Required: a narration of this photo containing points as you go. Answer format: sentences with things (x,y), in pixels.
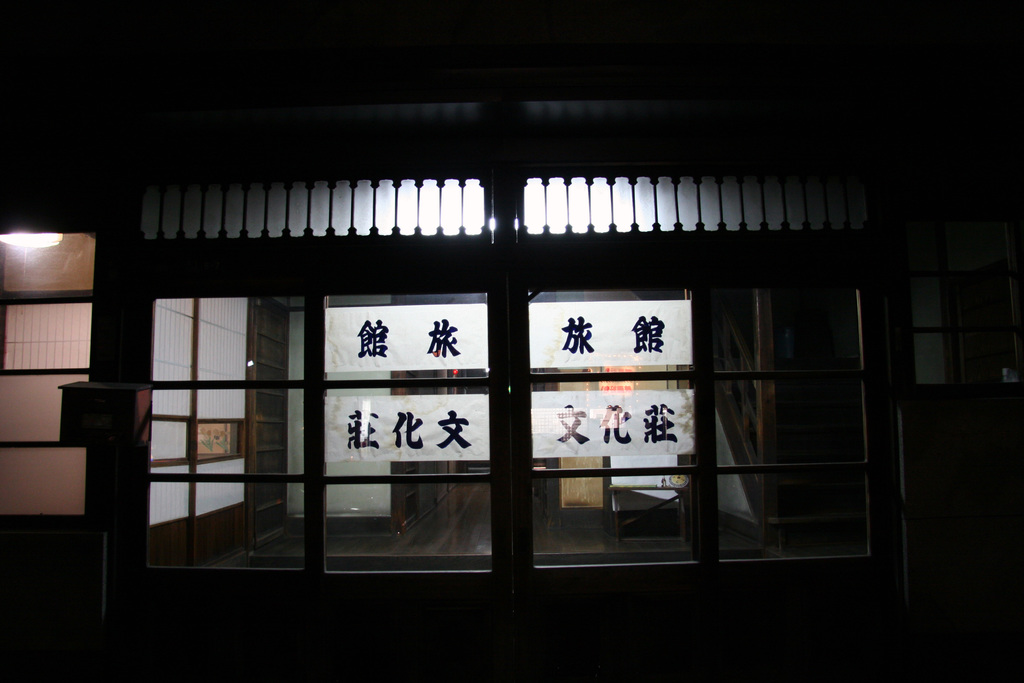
This picture is completely dark. At the top left corner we can see a light (44,241). Here we can see glass doors (292,477).
